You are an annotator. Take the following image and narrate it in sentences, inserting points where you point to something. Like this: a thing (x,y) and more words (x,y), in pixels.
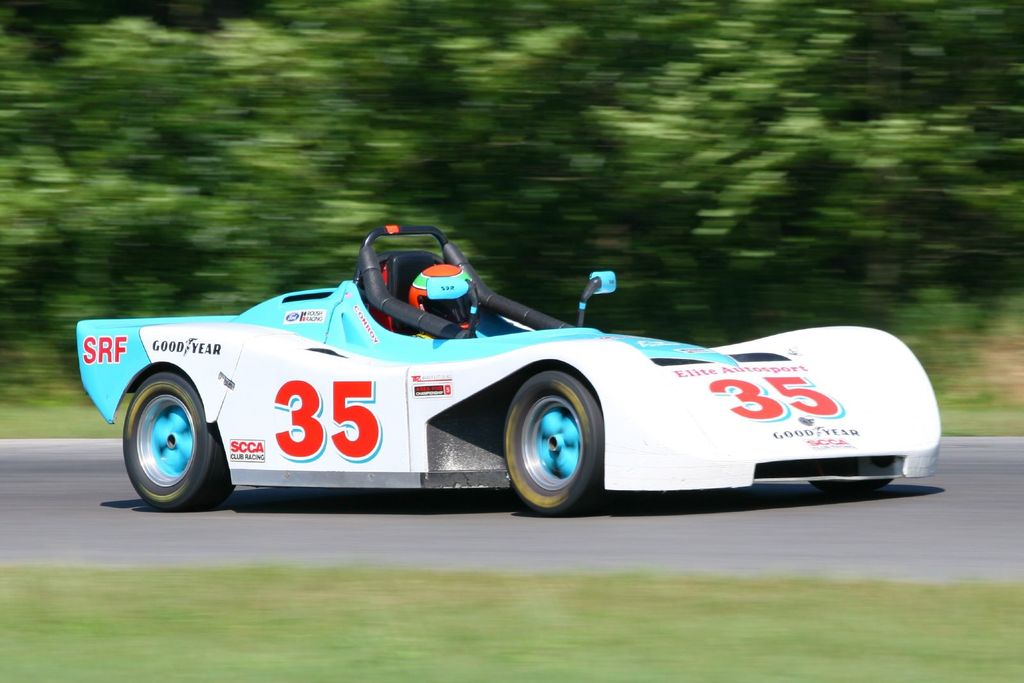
In this picture we can see a vehicle (434,393) on the road (362,496) with a person (454,275) in it and in the background (143,116) we can see trees (589,52) and it is blurry.
